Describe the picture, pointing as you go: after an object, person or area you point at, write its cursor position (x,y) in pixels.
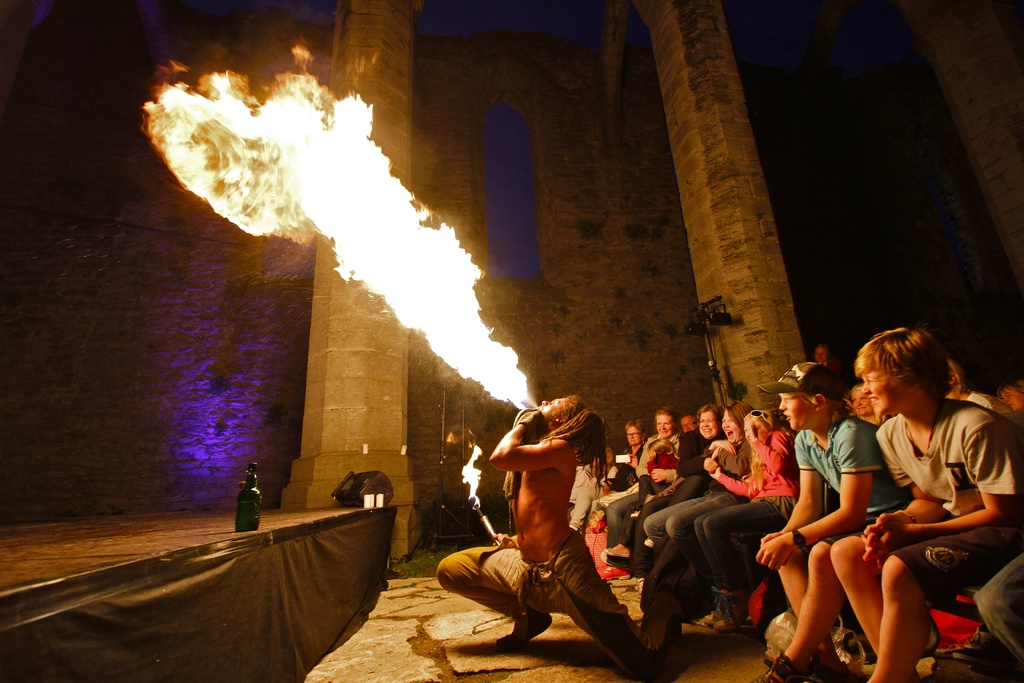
In this image we can see a person (531,516) blowing fire (372,204) from the mouth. Near to the person (536,477) many people (749,468) are sitting. One person (829,439) is wearing cap (812,378) and a watch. There is a platform (207,518). On that there is a bottle (245,497). In the back (372,412) there are pillars (374,402). Near to that there is an object (727,322). And there are walls (571,260) in the back (657,196).
